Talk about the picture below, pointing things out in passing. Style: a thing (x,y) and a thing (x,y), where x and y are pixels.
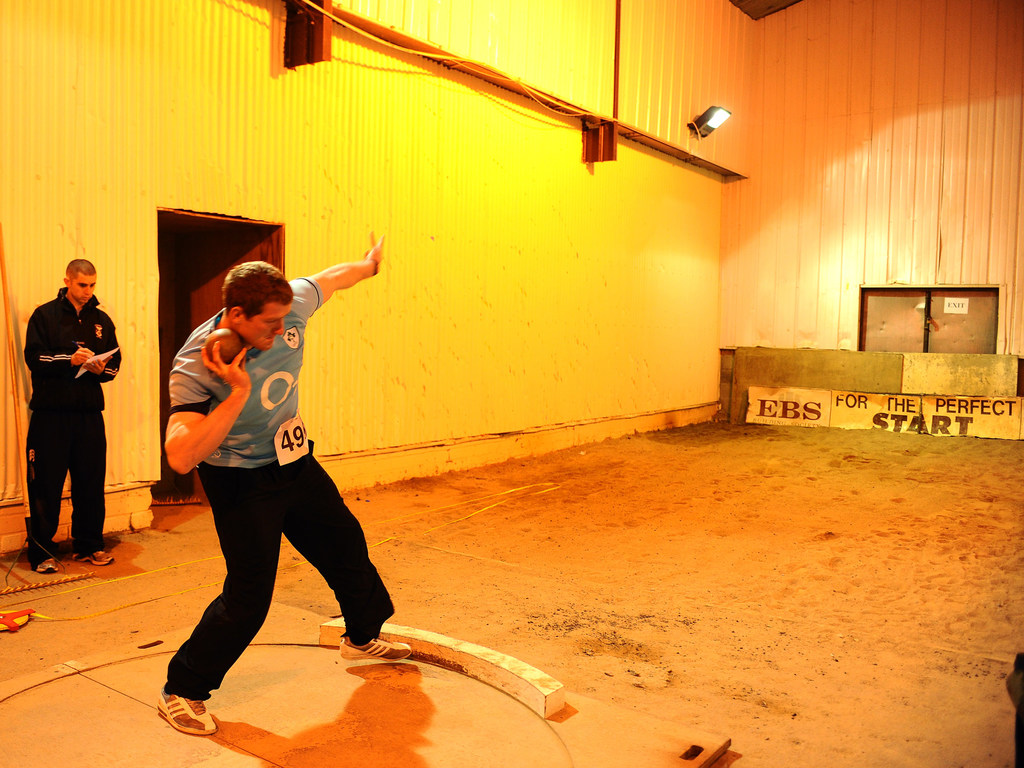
In this image we can see a person (250,342) is throwing a shot put (224,333) and another person (63,411) is standing and holding a paper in his hand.
